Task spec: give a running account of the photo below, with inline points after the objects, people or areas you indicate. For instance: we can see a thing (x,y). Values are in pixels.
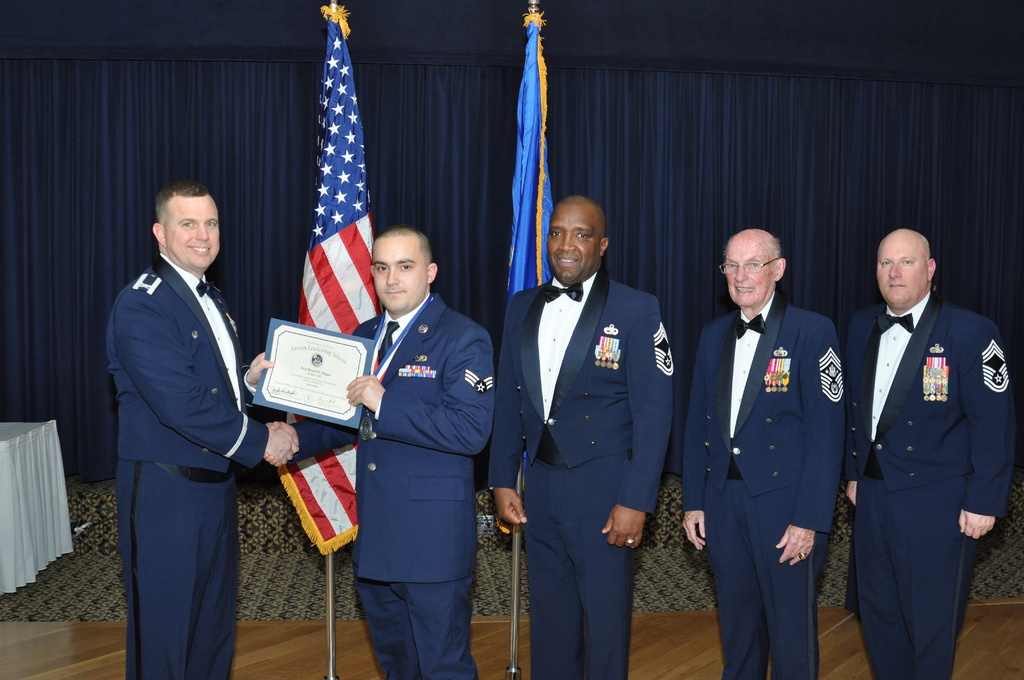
In this picture I can see there are a group of people (447,315) standing and they are wearing a blazer (260,457) and the people (225,367) on left (251,364) are holding a certificate (316,397) and shaking their hands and in the backdrop (369,285) there are two flags (343,207) and there is a blue color curtain (449,161).
